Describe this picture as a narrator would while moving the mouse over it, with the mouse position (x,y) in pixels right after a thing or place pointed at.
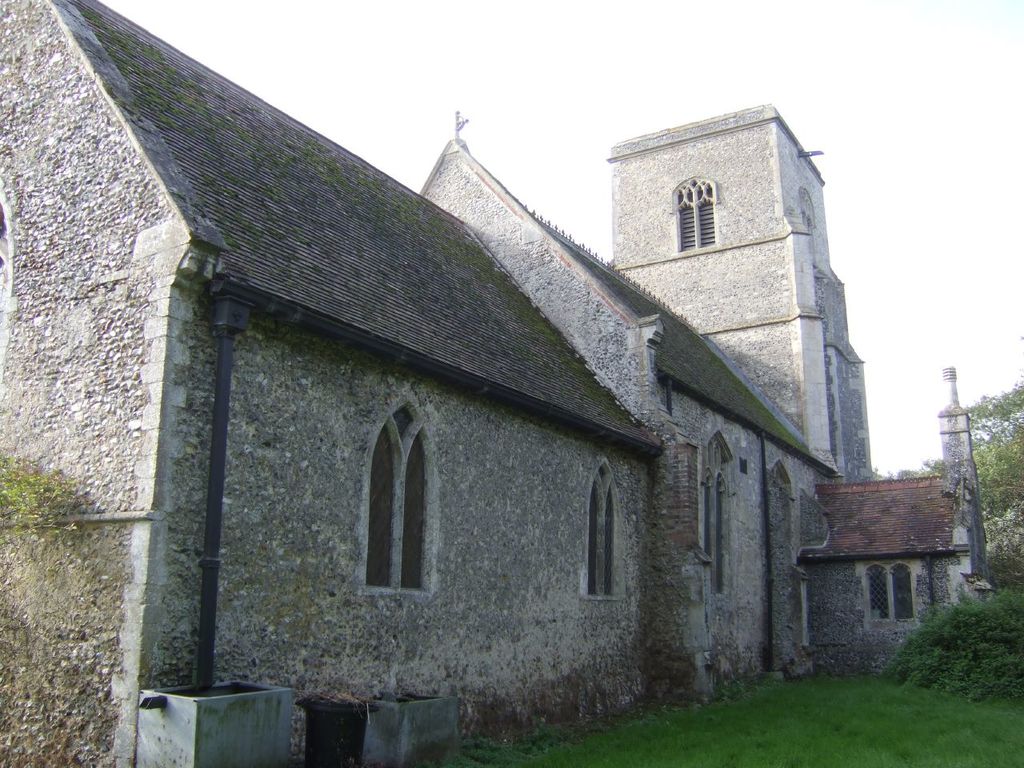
In the center of the image (419,262) there is a church (738,661). At the top of the image (560,147) there is sky (738,52). At the bottom of the image (716,734) there is grass (789,714). To the right side of the image (1014,543) there is a tree (1009,460).
